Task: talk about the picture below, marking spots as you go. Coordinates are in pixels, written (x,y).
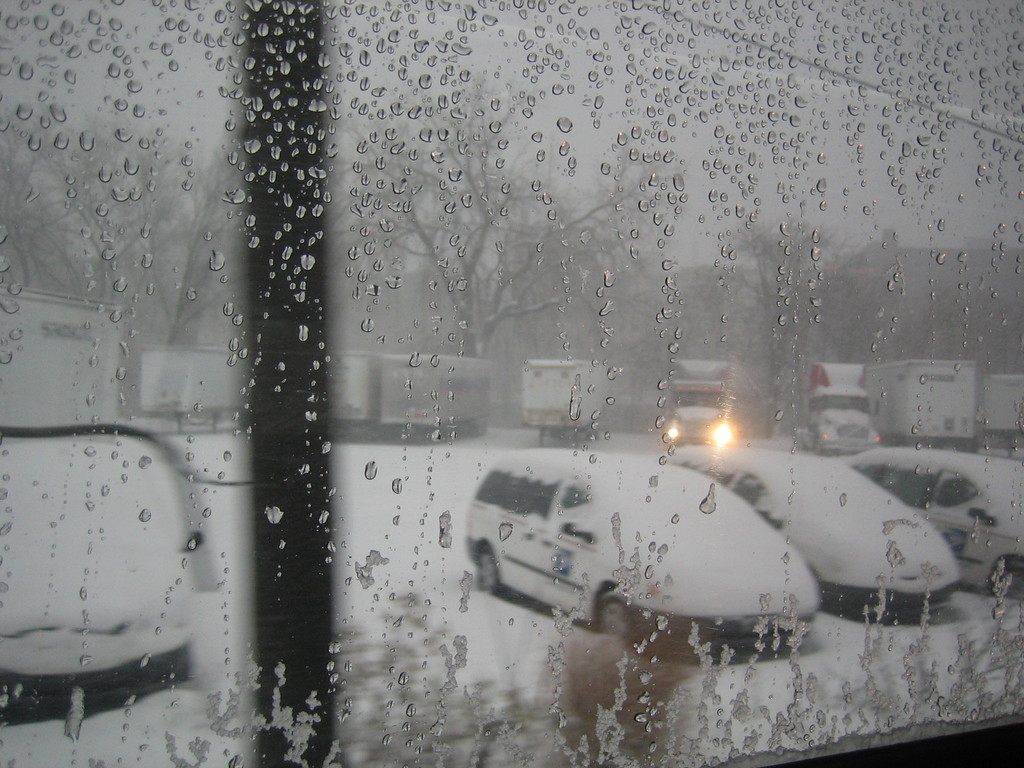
There is a glass window (519,342) in the center of the image (420,287), on which there are water droplets (432,287). There are vehicle (553,496) and trees (491,215) which are covered with snow (480,455) in the background area (126,634) and there is sky (662,213) in the background (675,214).
